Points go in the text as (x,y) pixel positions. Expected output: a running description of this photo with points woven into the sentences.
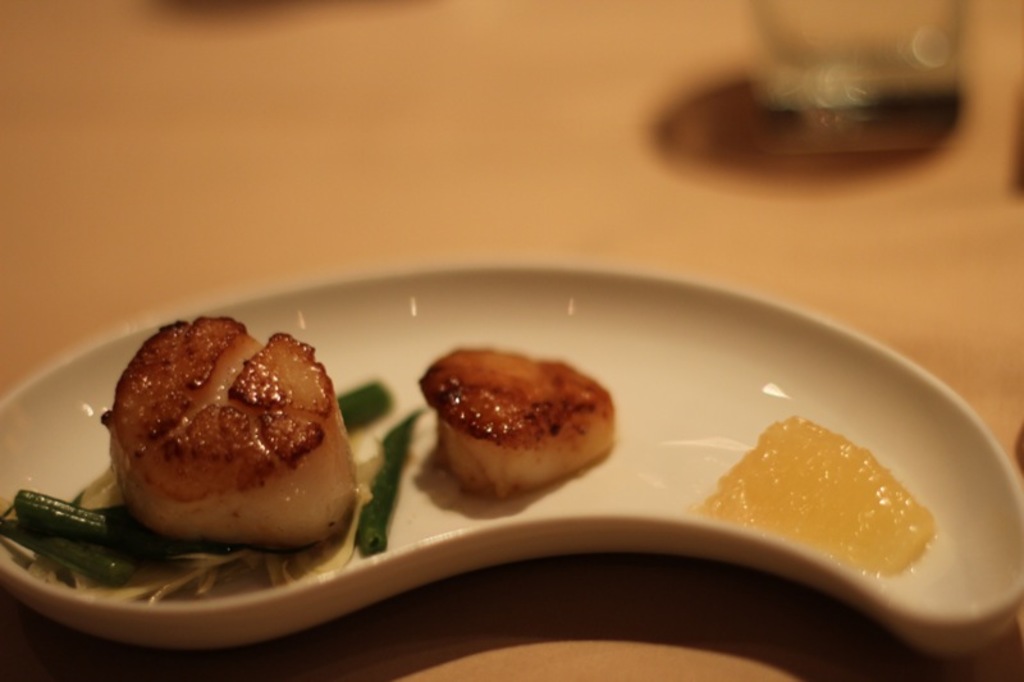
In this image I can see a food (496,456) in the white plate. Food (296,469) is in brown, green and cream color. Background (374,192) is in brown color.
